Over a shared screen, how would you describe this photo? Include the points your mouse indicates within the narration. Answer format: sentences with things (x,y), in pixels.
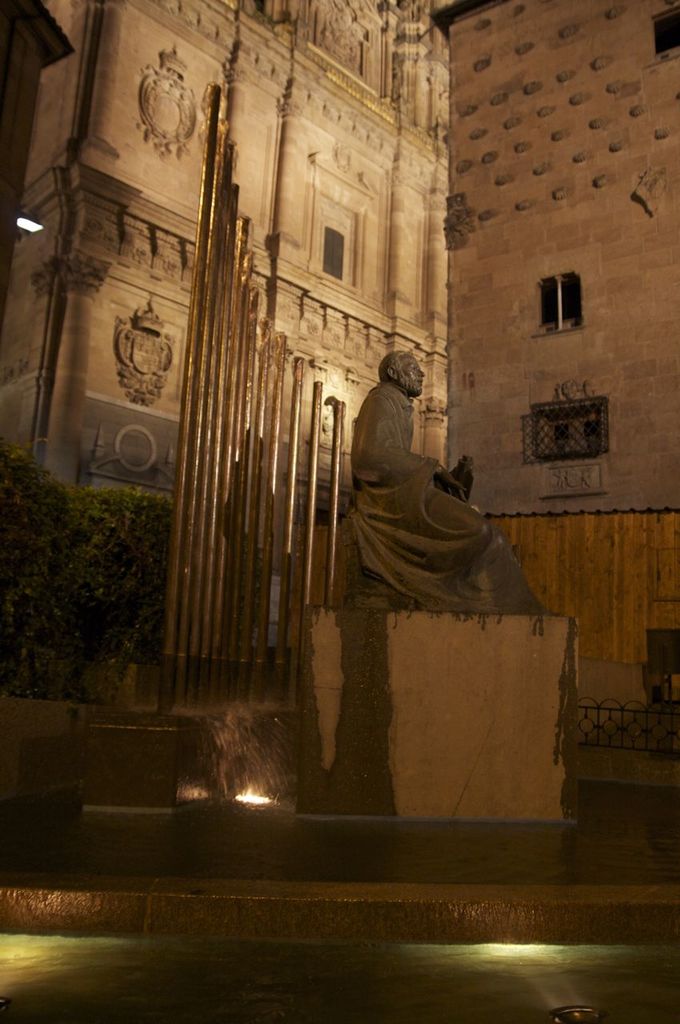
In this image there is a sculpture (417,597) on a wall (430,693). Around the sculpture (450,591) there is water (354,839) on the ground (569,826). Behind the sculpture (373,523) there are rods (316,422). In the background (233,70) there are buildings (304,69). To the left (81,548) there are hedges (66,558) in front of the building (37,237). There is light (35,228) in the image.
